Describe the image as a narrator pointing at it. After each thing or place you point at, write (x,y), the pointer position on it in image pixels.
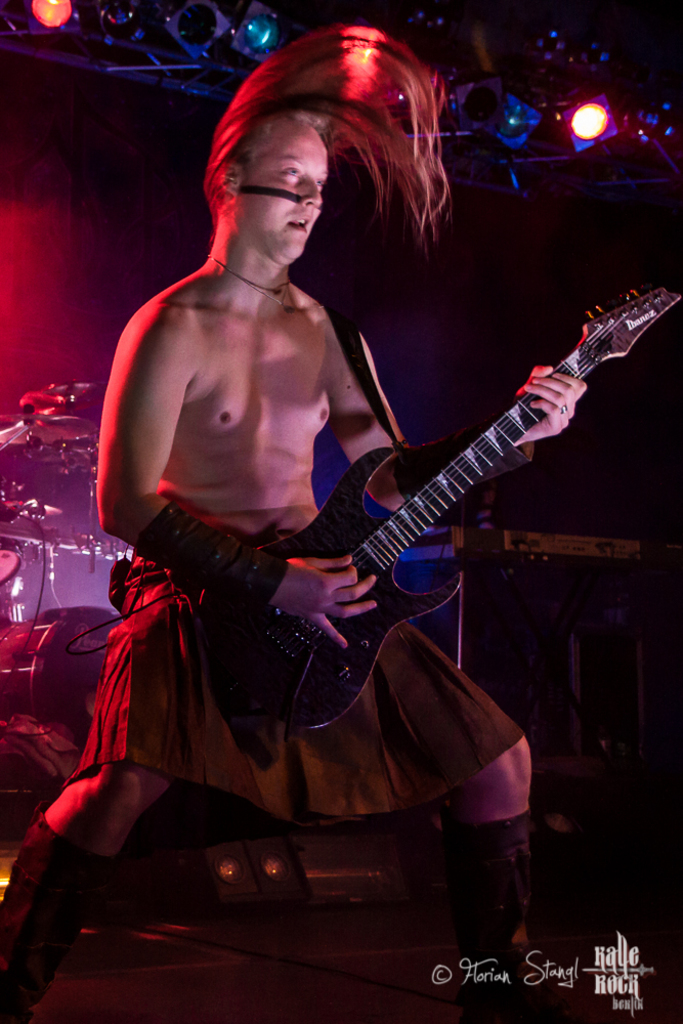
In this image we can see a man (345,419) playing a guitar (379,594), in the background (50,663) we can see some musical instruments (46,535) like drum (66,673) and cymbal (41,434) and also we can see lights (53,10) in the background (62,20).
